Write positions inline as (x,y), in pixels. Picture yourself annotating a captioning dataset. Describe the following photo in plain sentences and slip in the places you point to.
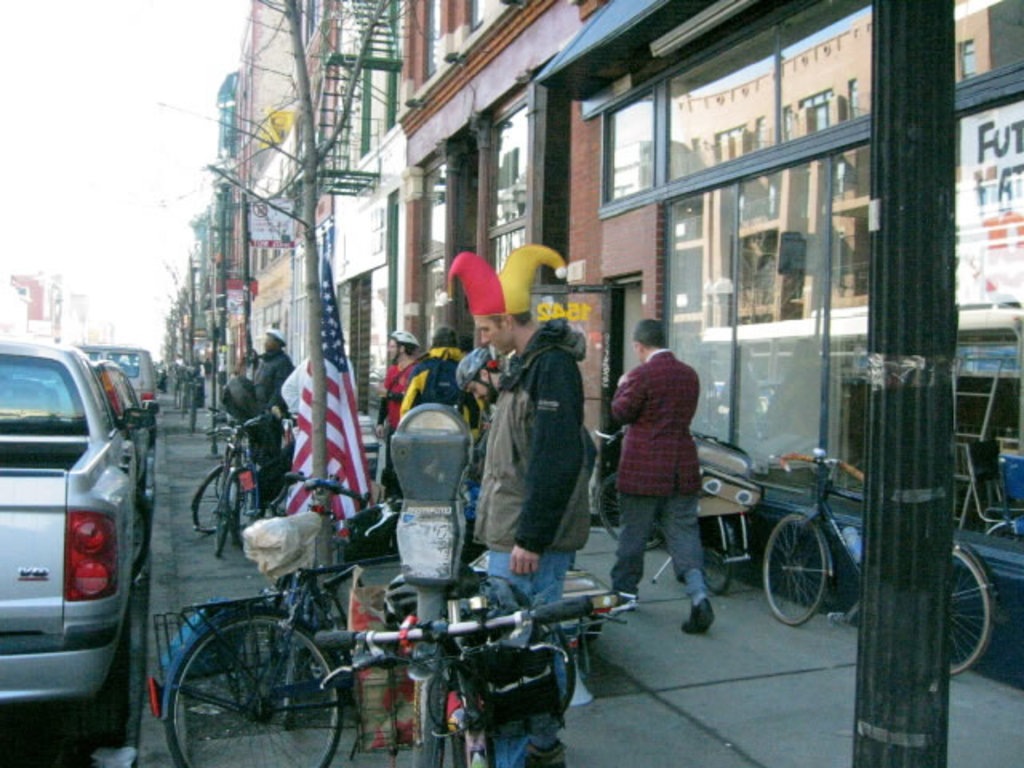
In this image we can see buildings (510,231), sky (117,291), motor vehicles (144,354) on the road (124,636), bicycles (306,566), flag (326,400) and persons (275,335) standing on the floor (729,615).
